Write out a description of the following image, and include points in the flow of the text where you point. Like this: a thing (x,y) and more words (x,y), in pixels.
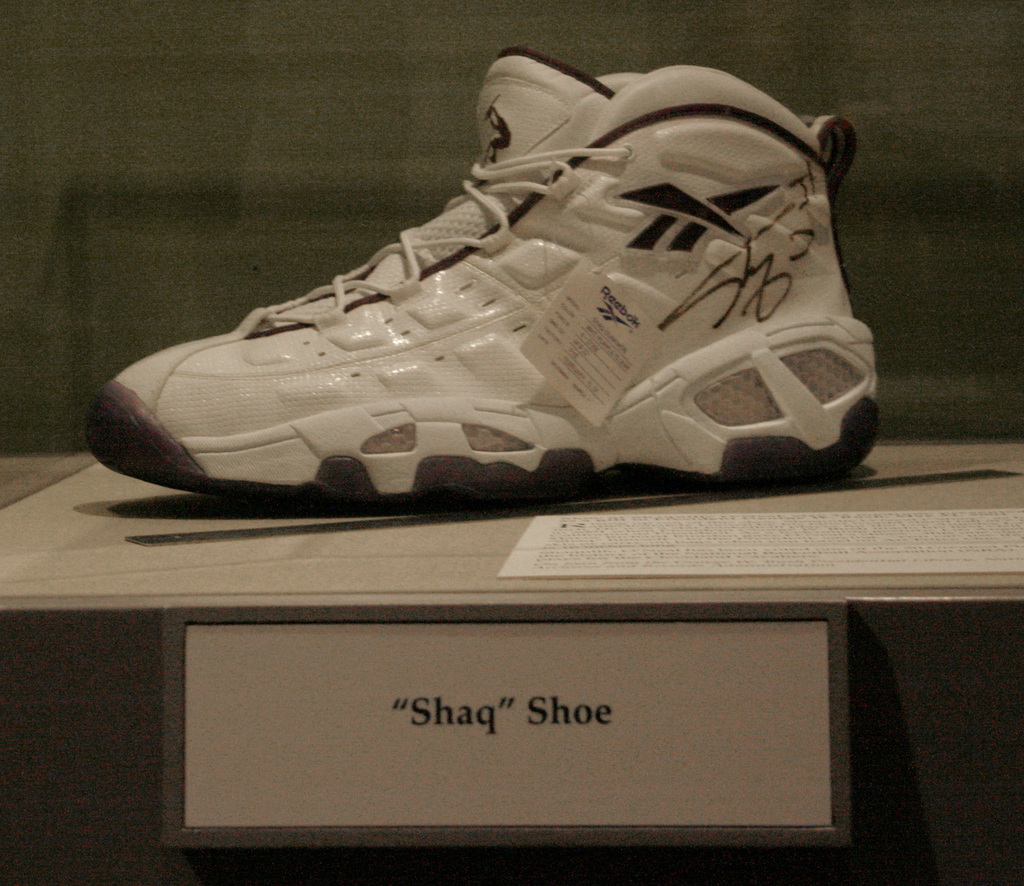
In this image we can see a shoe (466,302) and a paper (617,569) beside the shoe (466,302) on the table (166,530) and there is a board (285,675) with text (549,723) to the table (945,614) and wall (92,280) in the background (372,90).
